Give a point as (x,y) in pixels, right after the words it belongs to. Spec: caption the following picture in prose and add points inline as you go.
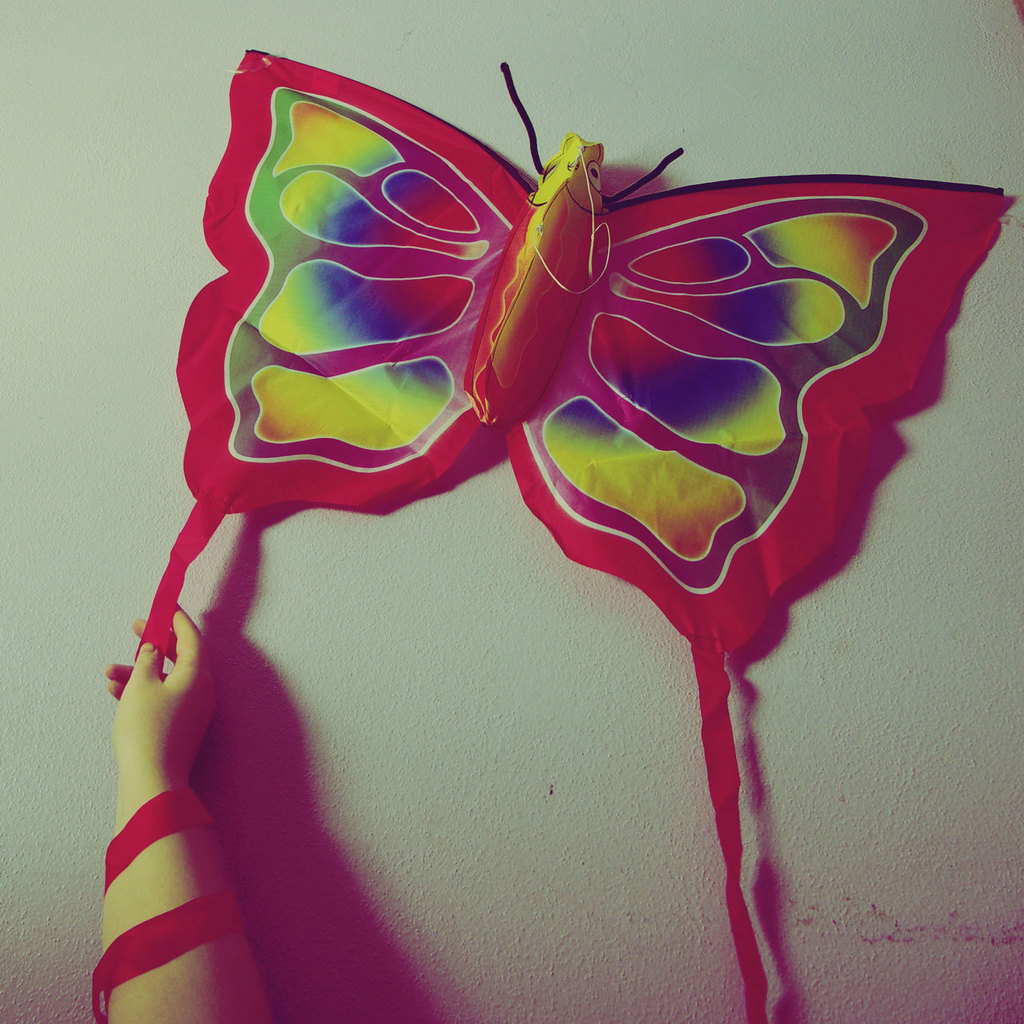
In this image I can see a butterfly shaped object (507,344) on a wall (480,758). Here I can see a person's hand (153,861).
